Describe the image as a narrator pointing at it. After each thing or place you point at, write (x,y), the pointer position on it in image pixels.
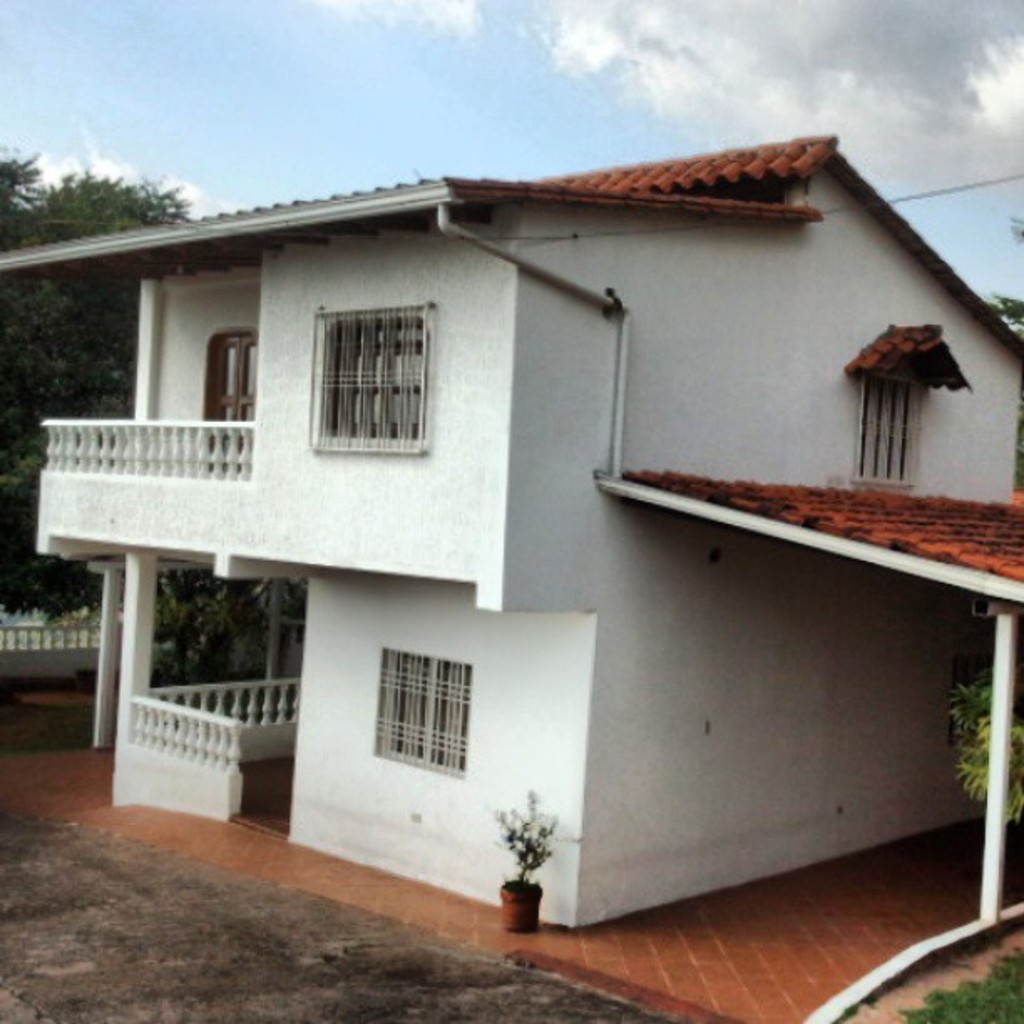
In this image we can see the roof house (660,601). We can also see the plant (528,844), grass (1022,1010), trees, fencing wall (53,627) and also the path (190,942). At the top (556,123) there is sky (492,95) with the clouds (570,67).
